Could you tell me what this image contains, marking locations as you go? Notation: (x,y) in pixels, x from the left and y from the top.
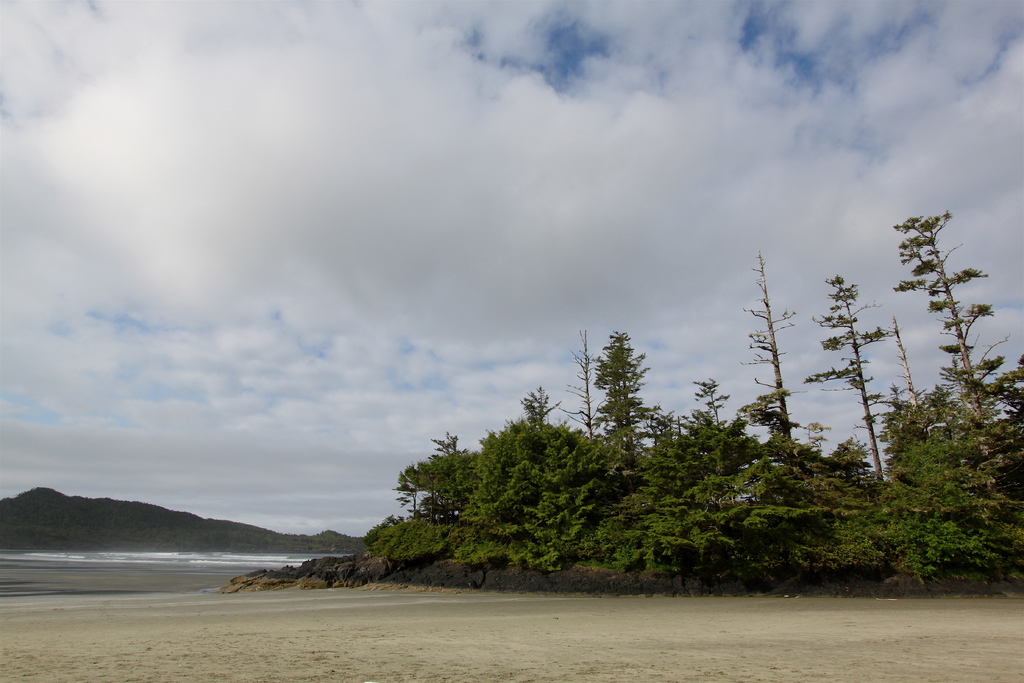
In this image we can see a group of trees (573,524) and rocks (360,559). Beside the rocks (273,573) we can see the water (280,559). Behind the water (211,567), there are mountains (323,532). At the top (647,124) we can see the sky (418,341). We can see the sand (399,625) at the bottom (399,625).
